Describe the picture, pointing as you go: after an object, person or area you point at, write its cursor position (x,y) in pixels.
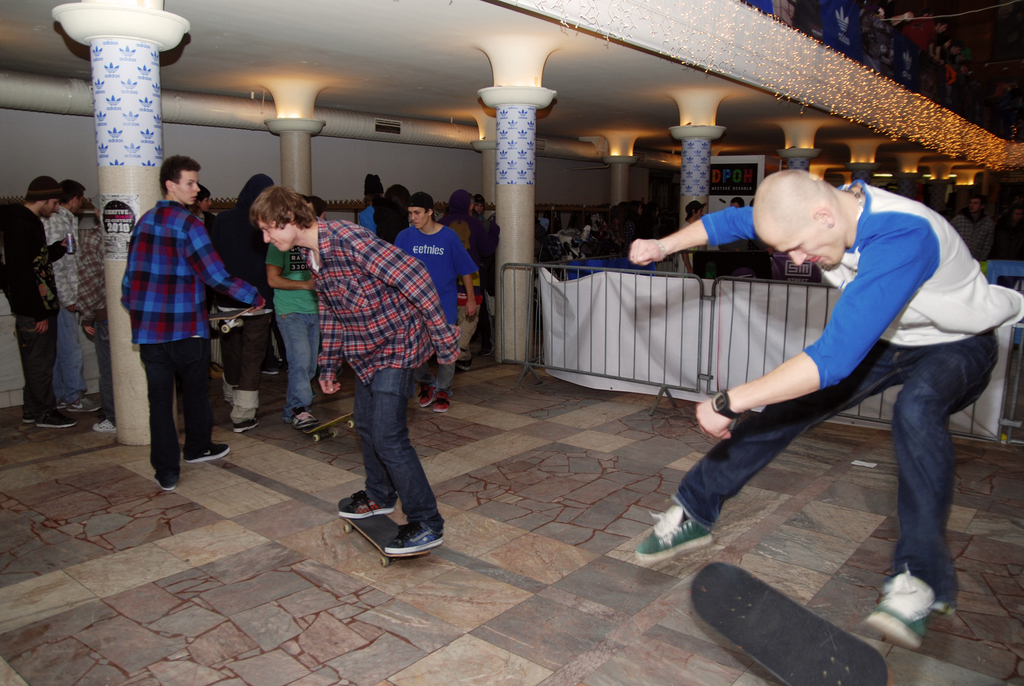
In this image there are people (392,494) skating on skating board (748,581) on a floor (432,641), in the background (506,209) there are people (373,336) standing and there are pillars (524,208), railing (503,309) and lights (841,103).
